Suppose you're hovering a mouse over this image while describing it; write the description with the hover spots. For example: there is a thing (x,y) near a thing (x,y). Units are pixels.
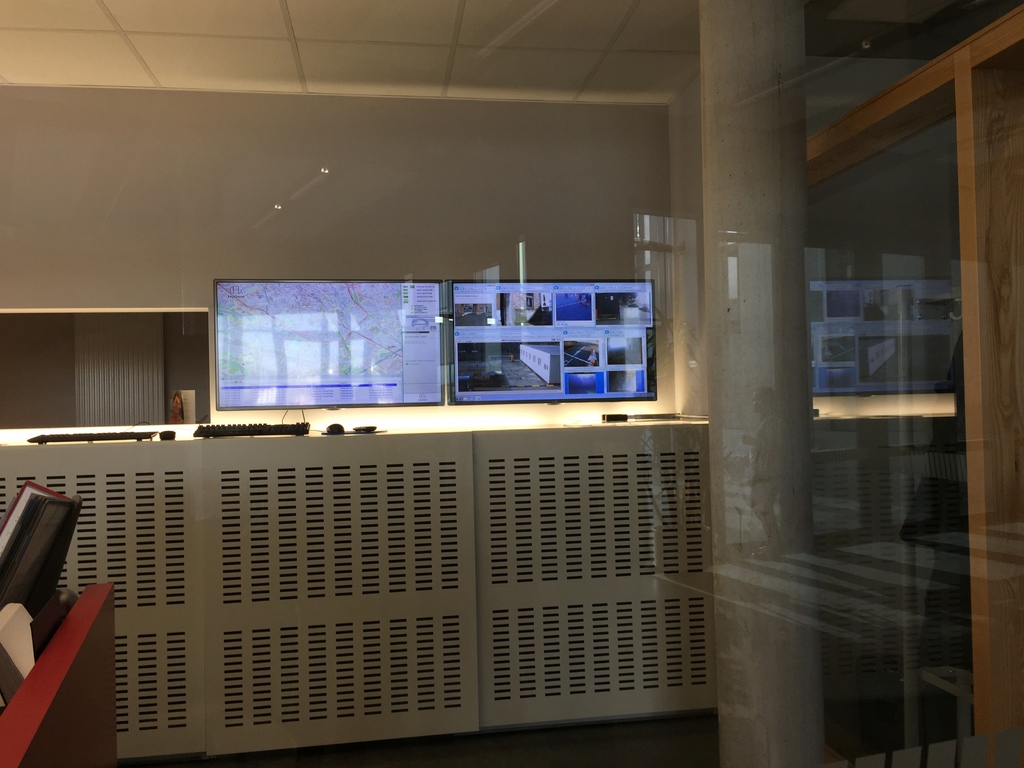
In the center of the picture (474,310) there are monitors (228,372), keyboards (209,428) and mouses (162,439). On the left (58,656) there is a folder (43,533) and other objects (40,552). At the top (114,14) it is ceiling (513,70). On the right (985,84) there is a door (990,109). In the foreground (644,93) it is glass window (681,661).
